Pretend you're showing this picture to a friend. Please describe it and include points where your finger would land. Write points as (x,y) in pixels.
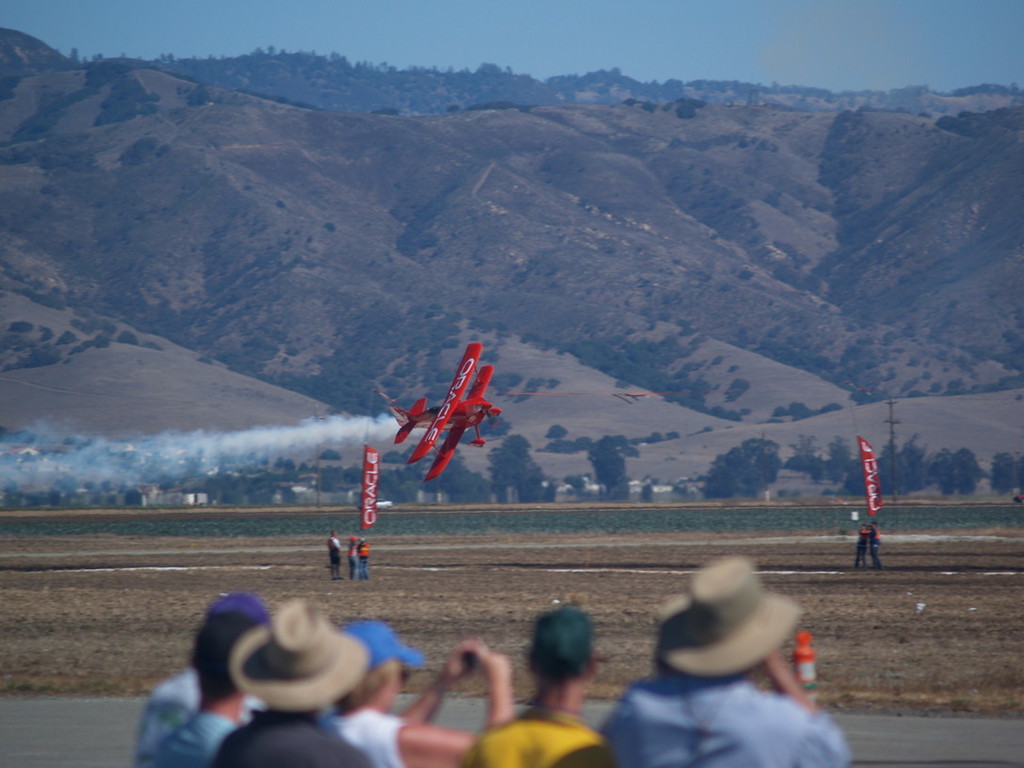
In this picture there are people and we can see road (74,742), ground (293,553), aircraft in the air, smoke (382,426), pole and banners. In the background of the image (975,484) we can see houses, trees (243,495), mountains (530,325) and sky (932,24).
